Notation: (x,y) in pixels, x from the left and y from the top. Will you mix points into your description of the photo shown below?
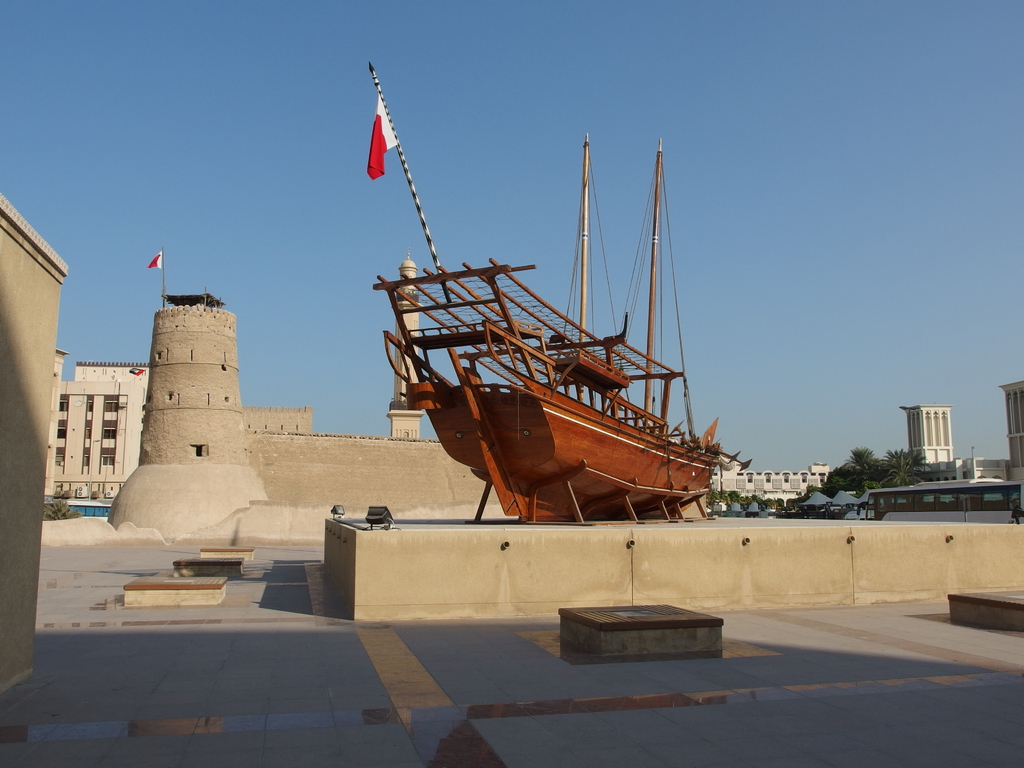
In this image I can see the boat (475,465) which is in brown color. I can see the flag (370,166) on the boat (485,334). In the background (189,479) there are many trees (68,507) and the building (102,430) with windows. I can also see the blue sky (344,196) in the back (360,202).
